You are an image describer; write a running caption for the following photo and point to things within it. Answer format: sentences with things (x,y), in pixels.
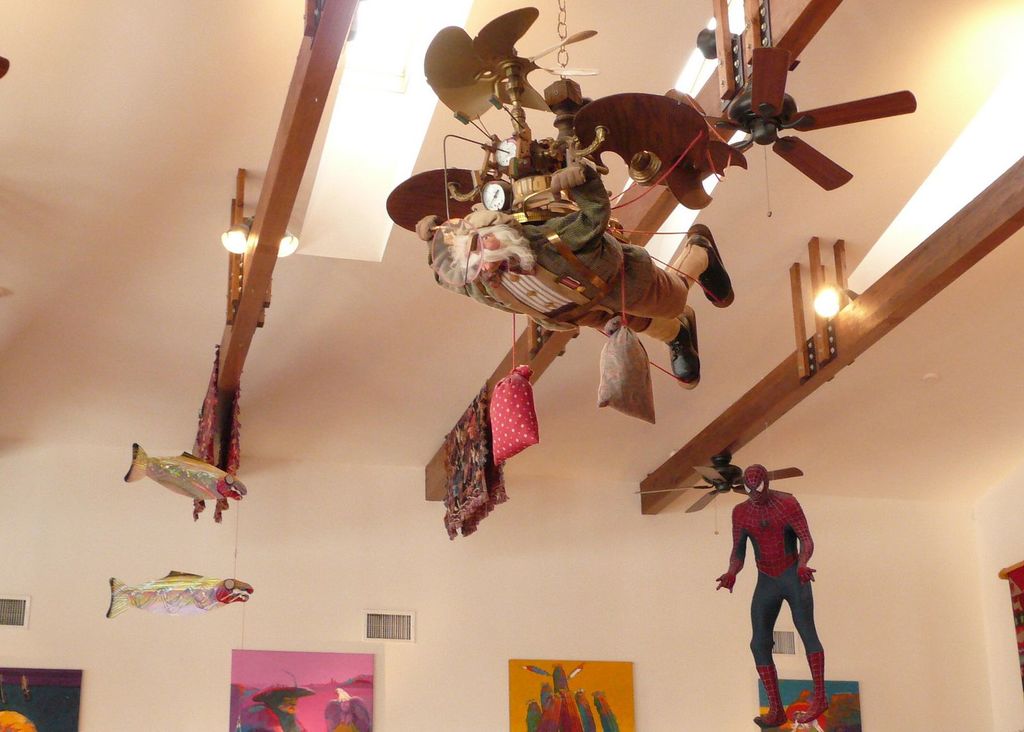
At the top (190,131) we can see ceiling (46,9) and lights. Here we can see toys (501,197). We can see pictures (855,717) on a wall (424,697).
